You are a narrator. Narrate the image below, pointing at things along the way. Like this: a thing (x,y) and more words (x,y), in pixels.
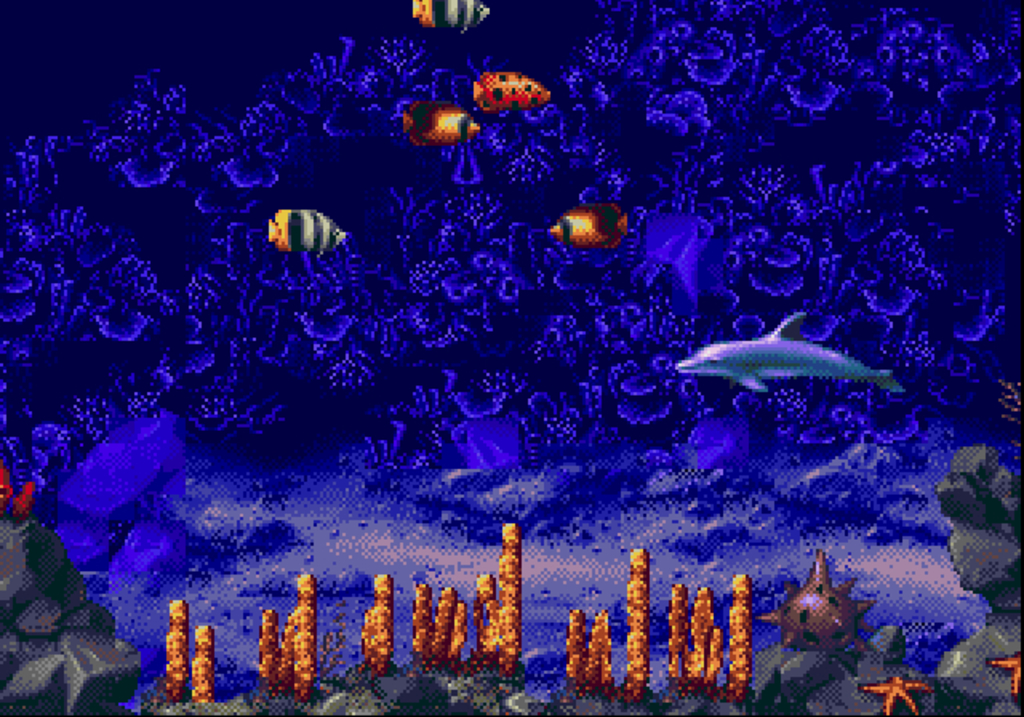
This picture seems to be an animated image. In the foreground (735,647) we can see the marine plants (710,633) and some marine creatures (860,610). In the center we can see the fishes (581,219) and a dolphin (808,373) seems to be swimming in the water (974,216).
